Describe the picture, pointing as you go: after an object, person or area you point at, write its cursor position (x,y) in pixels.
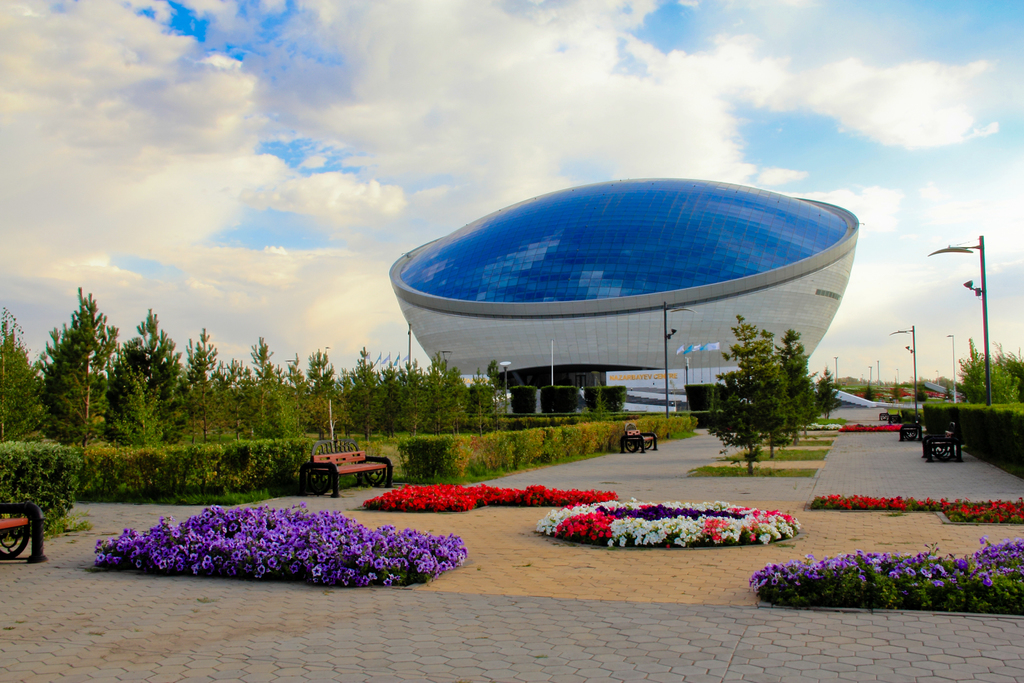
As we can see in the image there are flowers (239,514), benches (623,441), plants (970,410), current poles (990,392) and trees (421,394). At the top (439,82) there is sky (453,82) and clouds (439,81).
